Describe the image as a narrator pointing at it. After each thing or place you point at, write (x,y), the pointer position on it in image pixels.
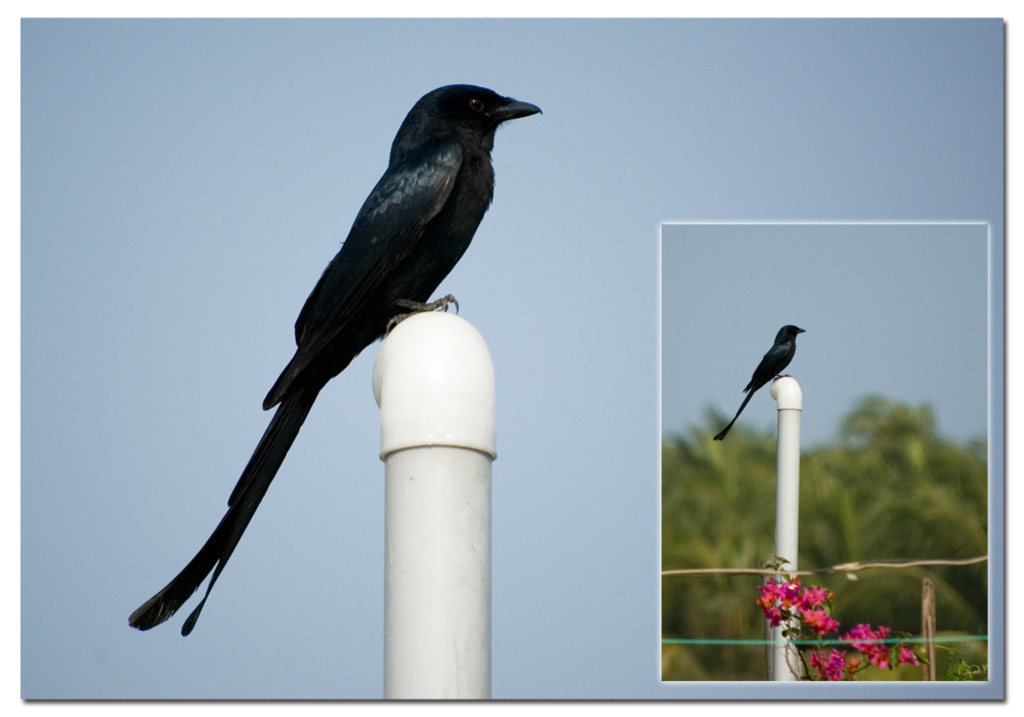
This is a collage image where we can see a black bird (410,142) is standing on the pipe (490,542). On the right side of the image (721,567) we can see another picture in which we can see a black color bird (794,345) standing on the pipe (791,467), we can see pink color flowers (855,647) of a plant (868,634) and the background of the image (675,534) is blurred, where we can see trees (815,507) and the blue color sky (700,337).
